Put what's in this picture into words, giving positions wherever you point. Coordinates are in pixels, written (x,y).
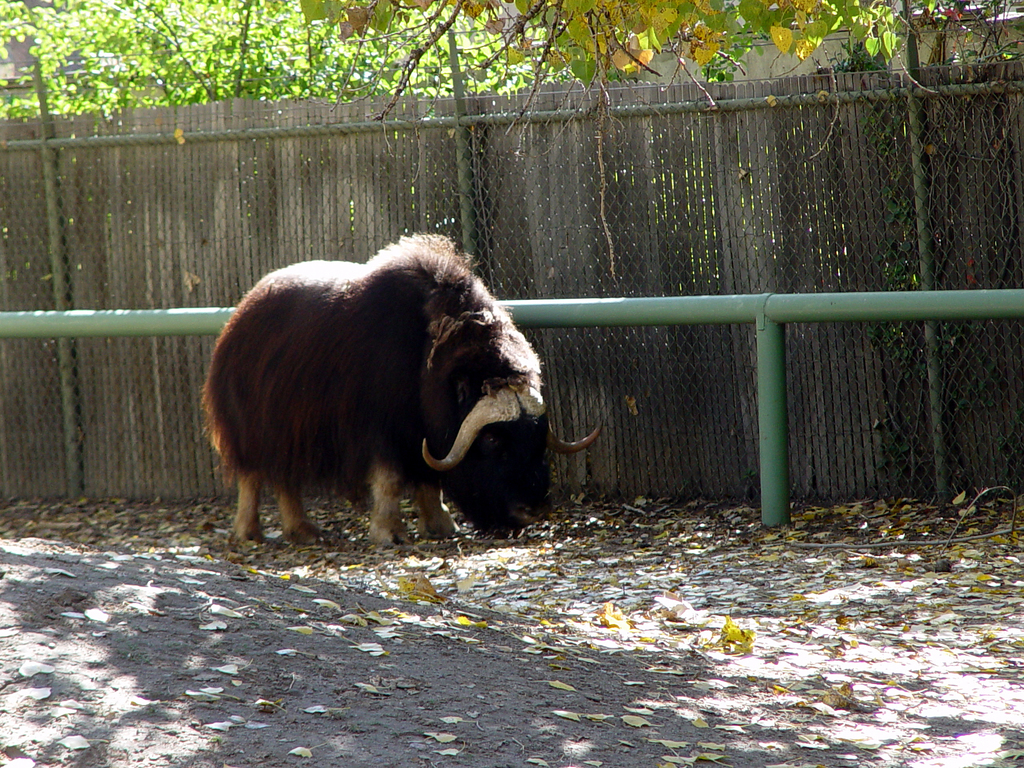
There is one muskox (258,370) in the middle of this image (367,312) and there is a fence (143,196) in the background (568,370). We can see trees (415,67) at the top of this image (387,55).
